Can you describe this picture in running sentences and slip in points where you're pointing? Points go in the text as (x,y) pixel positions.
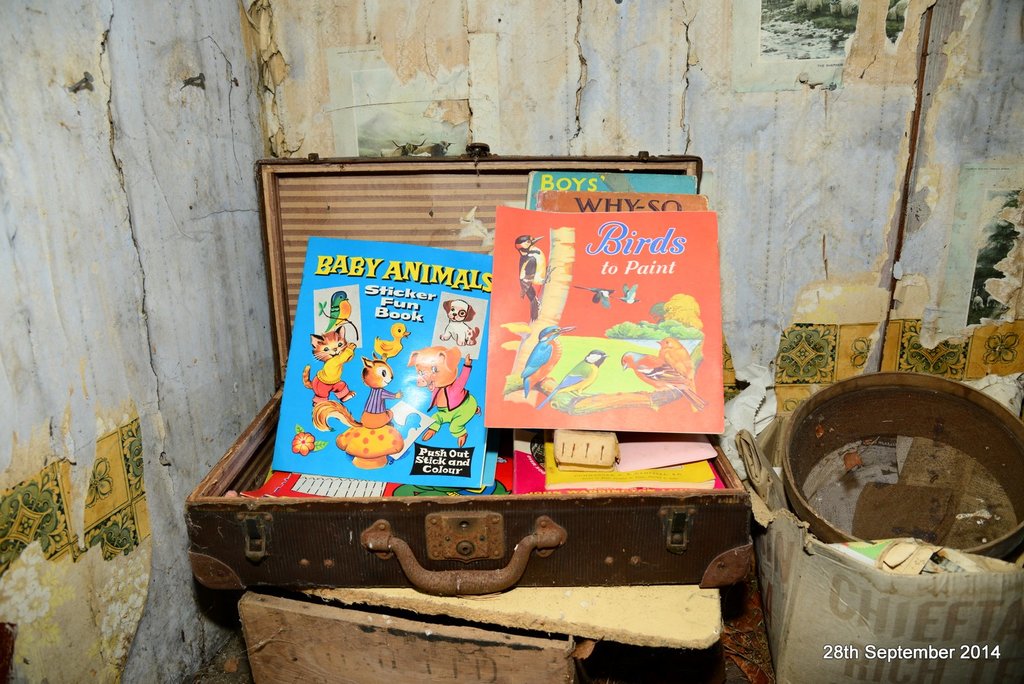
In this picture we can see some colorful objects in the suitcase (274,426). We can see the wooden objects (266,638). We can see a few objects (879,561) in a box (880,604). There are posters (803,48) and some designs (123,441) visible on the wall (19,511).
